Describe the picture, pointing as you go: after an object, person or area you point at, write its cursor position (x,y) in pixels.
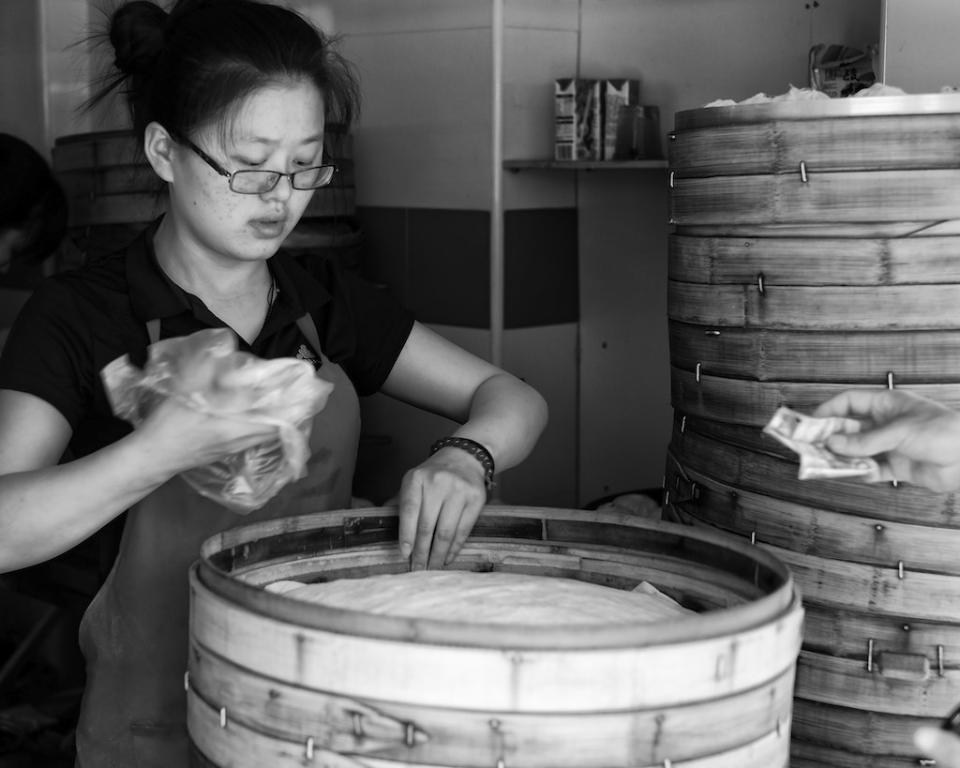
Here in this picture we can see a woman (274,311) standing over a place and we can see she is wearing an apron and spectacles (320,171) and carrying a cover (197,399) in her hand (197,414) and in front of her we can see a box (261,542) with some thing (518,597) filled in it and beside that also we can see same boxes (696,338) present and we can see another person's hand (923,416) holding something and behind her we can see some things (595,153) present in the rack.
